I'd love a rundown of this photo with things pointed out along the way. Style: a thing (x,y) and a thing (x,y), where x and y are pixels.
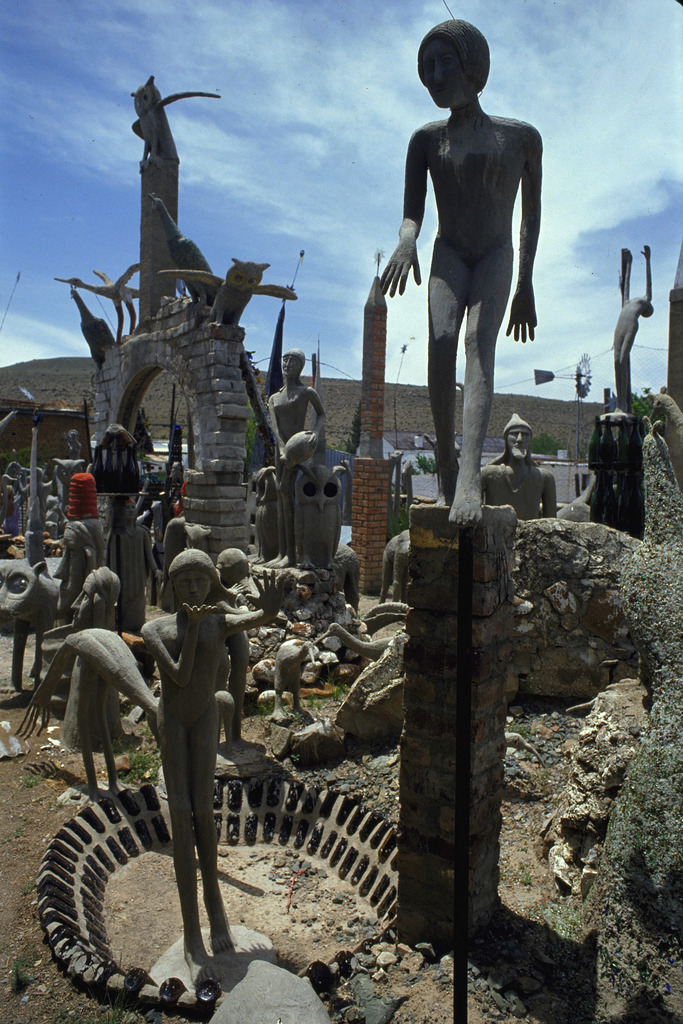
In this image I can see few statues (451,237), background (312,185) I can see a building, and sky (312,204) in white and blue color.
